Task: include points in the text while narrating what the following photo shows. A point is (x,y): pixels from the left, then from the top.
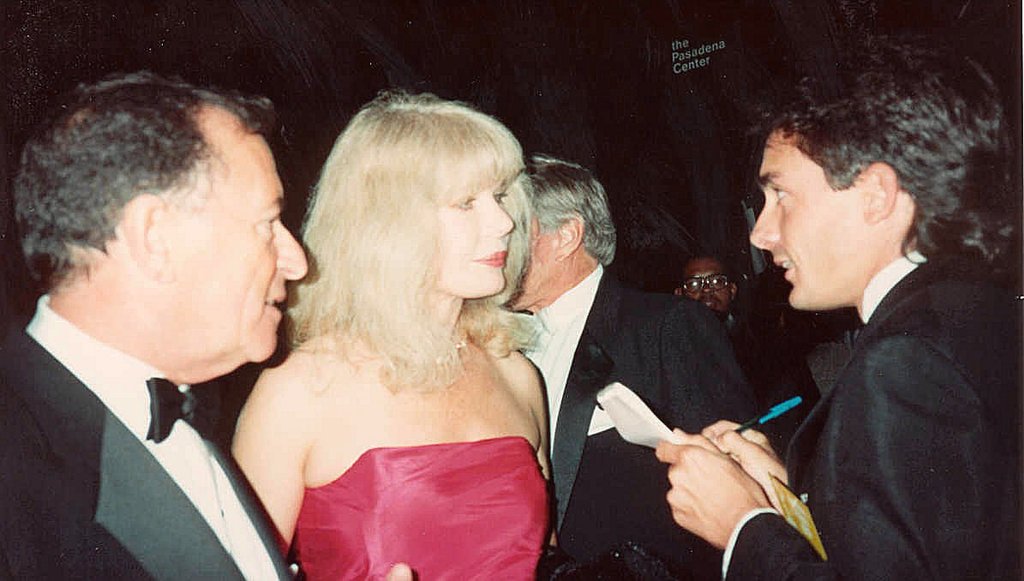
In this image we can see a group of persons (732,436). In the foreground (732,436) we can see a person (715,445) writing on paper (628,423). At the top (710,47) we can see the text (686,68). The background of the image (639,21) is dark.
